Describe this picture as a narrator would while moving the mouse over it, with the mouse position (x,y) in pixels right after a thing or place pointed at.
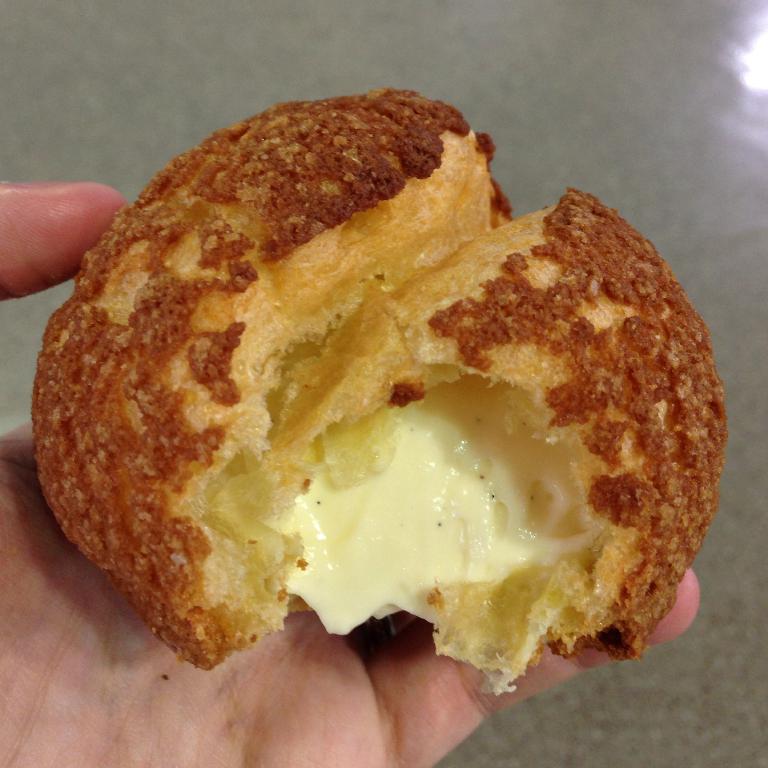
In this image, we can see a human hand (275,730) is holding some food item (215,343). Here we can see a cream (366,500). Background there is a floor (617,139).
